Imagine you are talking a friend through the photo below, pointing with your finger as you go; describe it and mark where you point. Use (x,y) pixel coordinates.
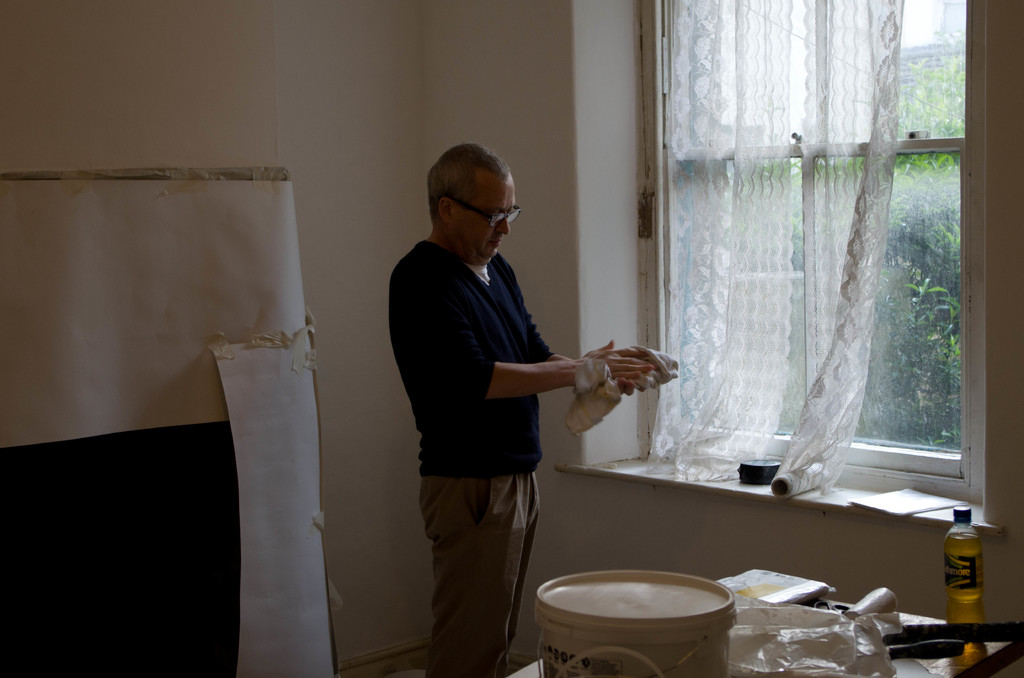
In the center of the image (495,289) there is a person (410,382) standing and holding cloth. At the bottom of the image (661,627) we can see tub (655,619), bottle (958,557) and cover (816,630) placed on the table (808,613). In the background (1011,396) we can see trees (901,233), window (939,164), curtain (707,180) and wall (570,108).
